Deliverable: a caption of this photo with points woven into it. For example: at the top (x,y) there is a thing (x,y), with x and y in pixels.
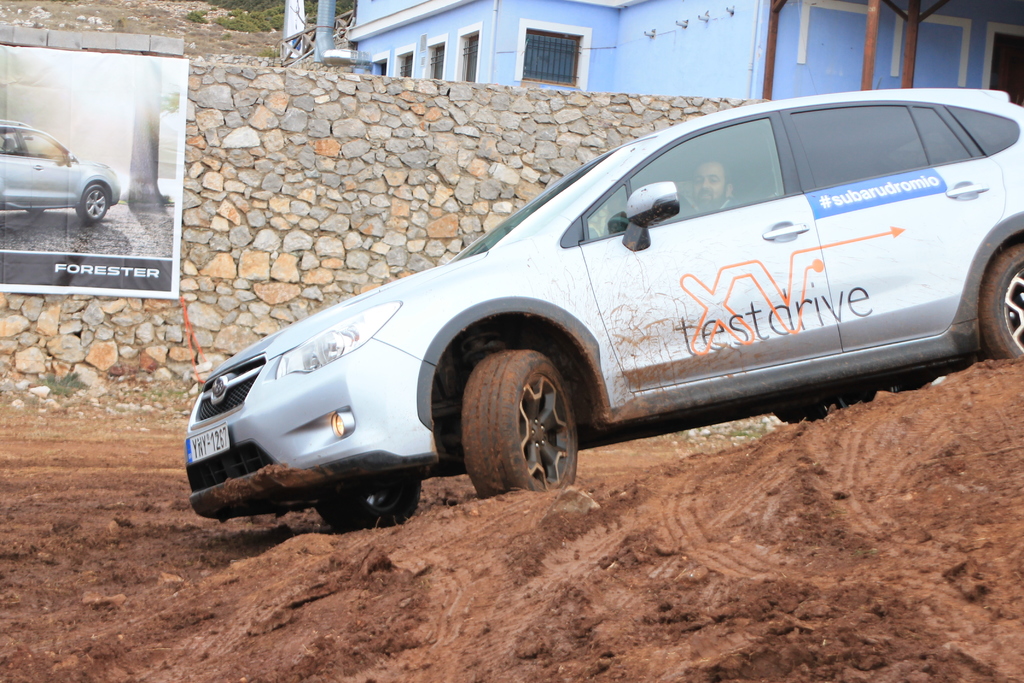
In this picture there is a man (725,174) who is sitting inside the car (965,236). At the back (511,112) we can see the stone wall (389,108) and poster (151,182). At the top (878,21) there is a building (671,25). In the top left corner (238,18) we can see the grass (124,28) on the mountain (219,7).
